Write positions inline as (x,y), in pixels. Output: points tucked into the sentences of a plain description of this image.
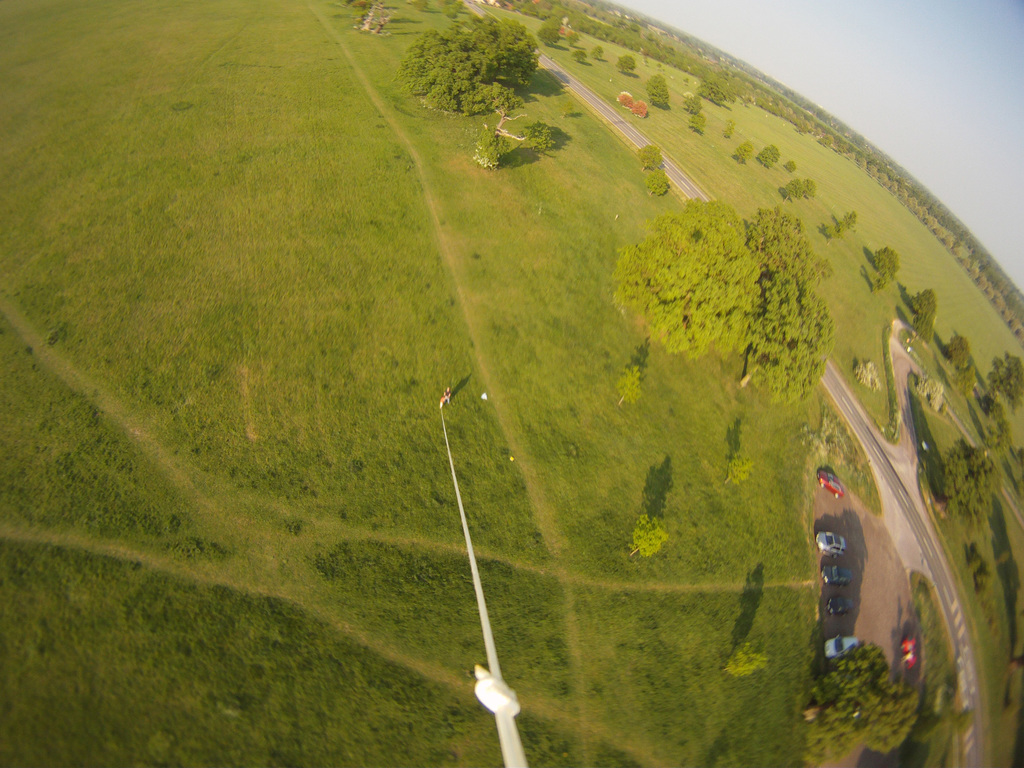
This is the top view image. We can see trees (714,353) and grass (487,375) on the ground (377,455) and we can see vehicles (835,646) on the ground (872,555) and we can see road (845,389), pole (489,702), a person (447,400) and the sky (657,11).
